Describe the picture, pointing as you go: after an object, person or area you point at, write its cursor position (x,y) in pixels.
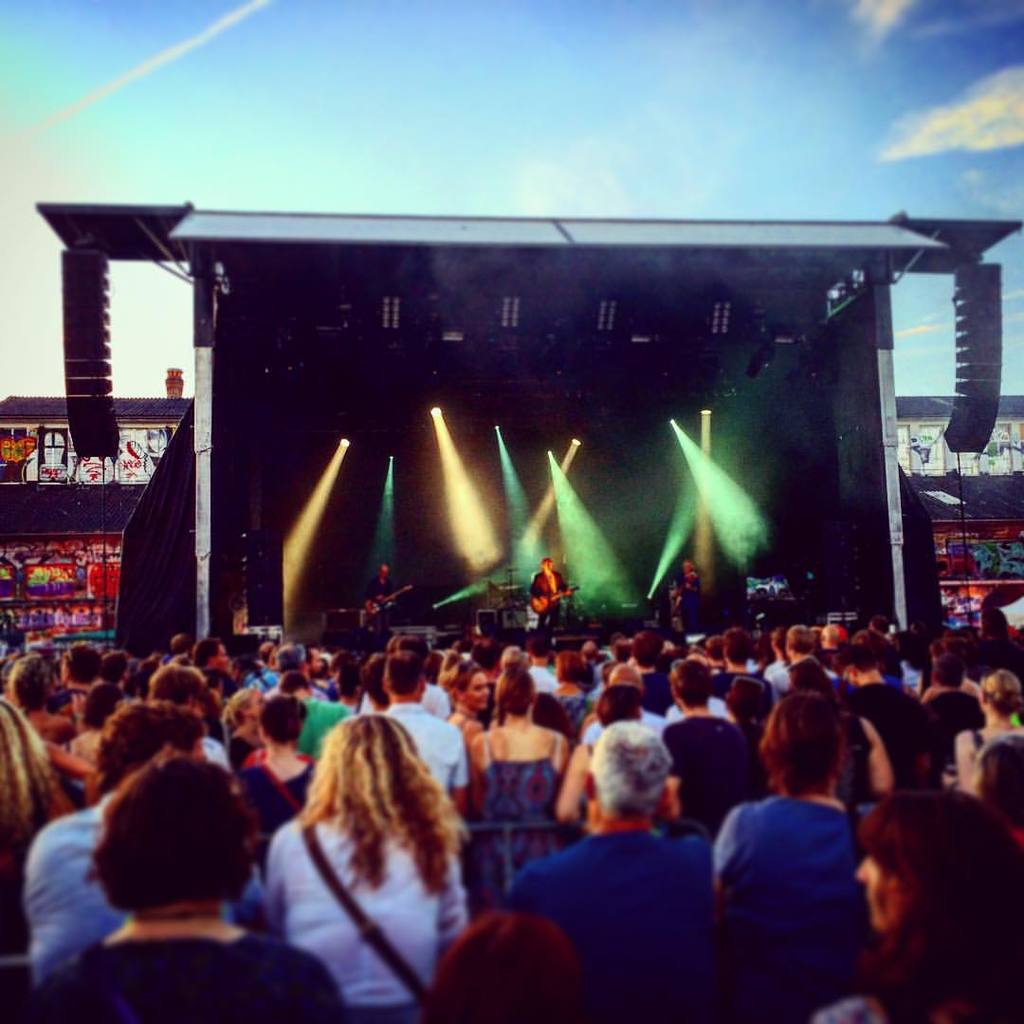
In this picture, we see many people (773,865) are standing. In the middle of the picture (373,582), we see three men (379,598) are standing on the stage (570,584) and they are playing the musical instruments (520,619). In front of them, we see the microphones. Behind them, we see a black color sheet (366,482) and we see the lights (303,560). In the background (107,556), we see a building (78,523) with black color roof (84,504) and we some posts (12,440) are posted on the wall (71,555). In the background (51,641), we see some objects (977,580). At the top (557,66), we see the sky (525,166).
